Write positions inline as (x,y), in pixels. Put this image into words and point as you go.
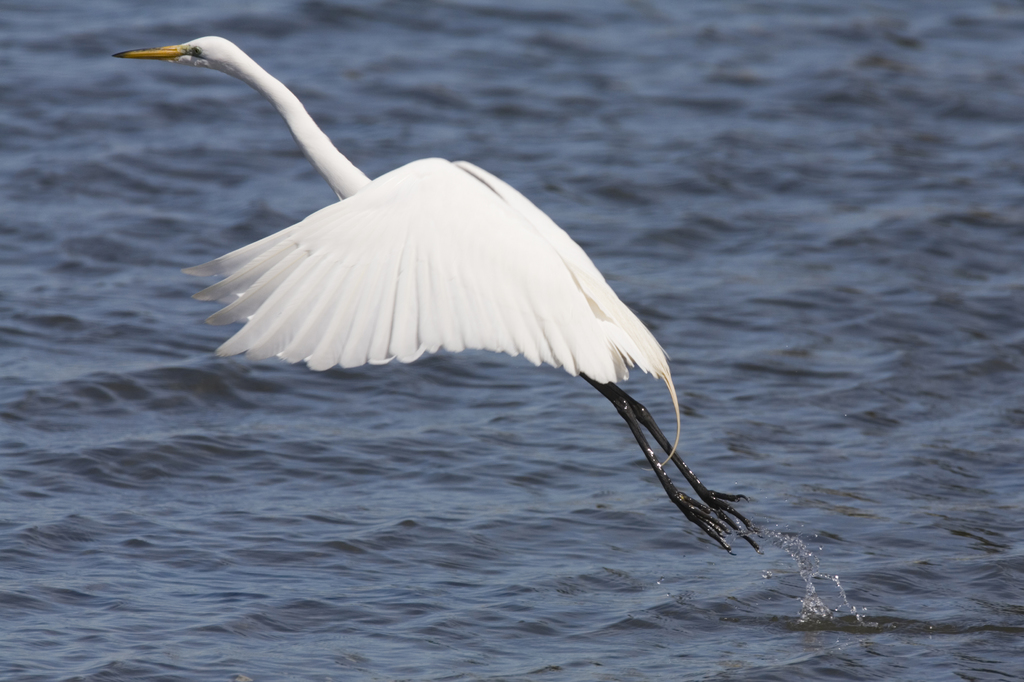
In this picture I can see a white bird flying above the water (589,597).
